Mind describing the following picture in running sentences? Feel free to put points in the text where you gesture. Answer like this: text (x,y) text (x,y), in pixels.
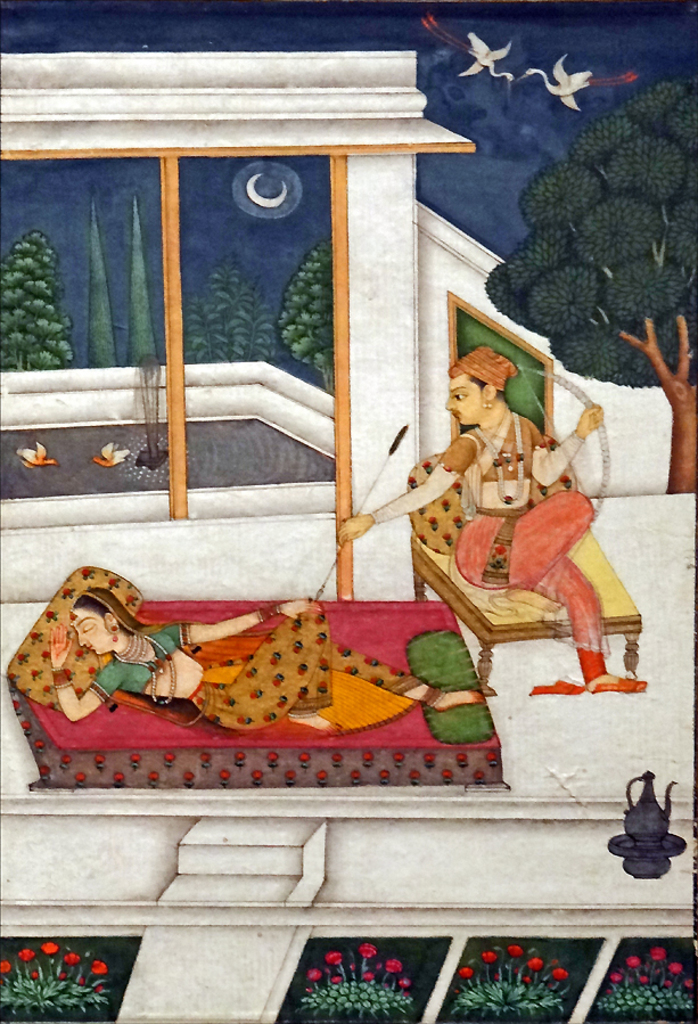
This is a painting. We can see a woman (207,699) is sleeping on a bed (315,742) and a man (447,503) is sitting on a table (584,545) and holding a bow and arrow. At the bottom (73,1004) we can see plants (73,1004) with flowers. In the background (19,316) we can see trees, sky (290,171), moon (263,205) and birds (100,465) on the water (132,465).
